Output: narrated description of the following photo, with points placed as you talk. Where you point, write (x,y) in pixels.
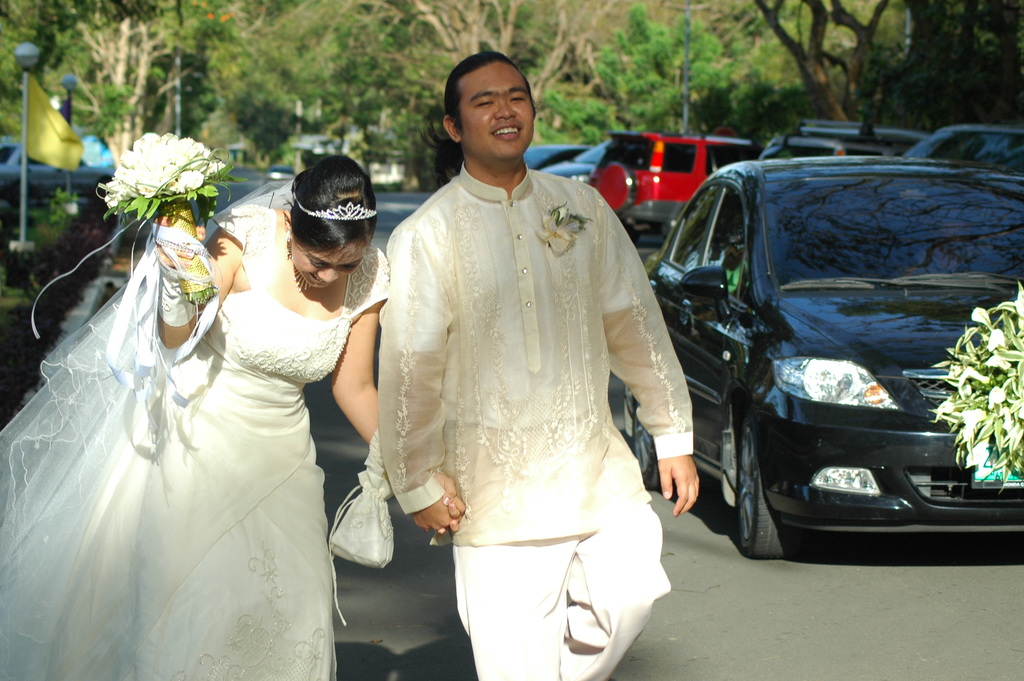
In the center of the image (499,408) we can see man (522,413) and woman (281,445) on the road (323,465). On the right side of the image (981,380) there is a car (858,519) and flowers (997,414). In the background (898,85) there are flags (47,118), poles (181,89), cars (638,178), road (391,198) and trees (462,41).
